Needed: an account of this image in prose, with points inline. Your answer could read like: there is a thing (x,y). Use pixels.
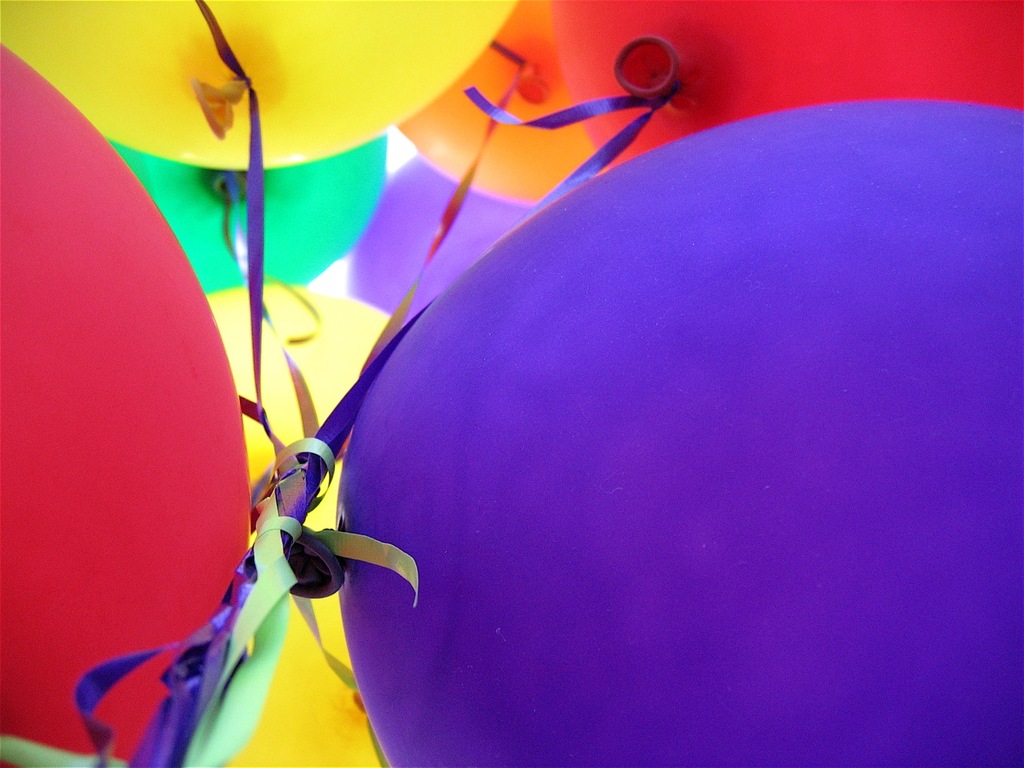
In the image we can see a group of balloons (544,243). These balloons (609,455) are of different colors blue, red, orange, yellow, green and these are all attached to a paper ribbon (284,489).
